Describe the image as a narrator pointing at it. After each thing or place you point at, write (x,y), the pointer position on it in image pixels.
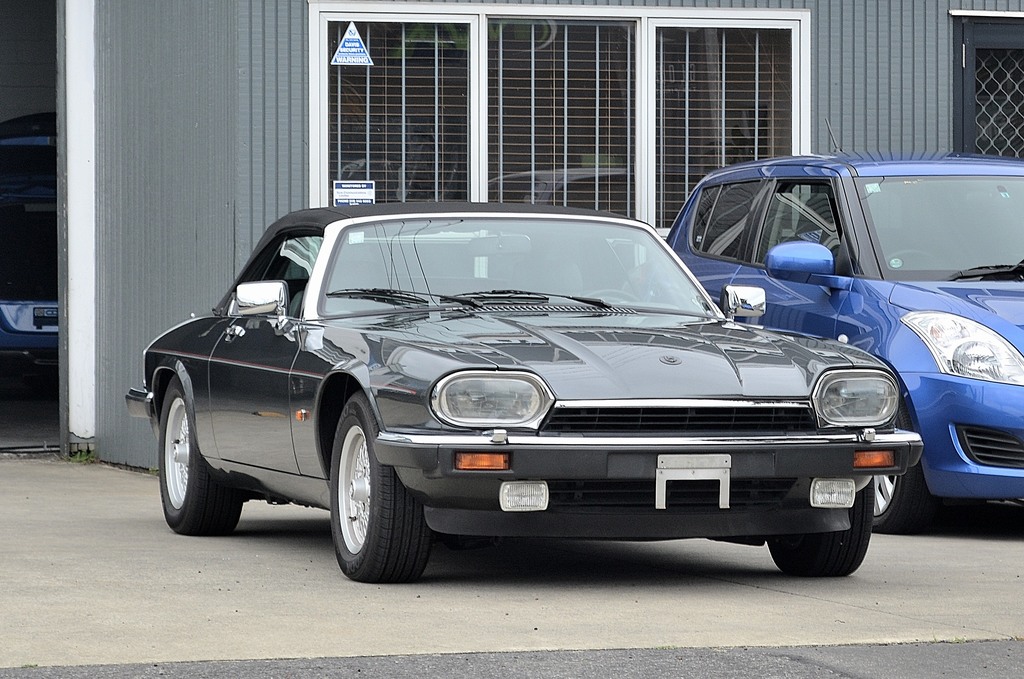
In the picture we can see a car (834,469) is parked on the path (264,604) and beside it, we can see another car (907,474) and behind it we can see the wall (145,323) with the window (527,99).
